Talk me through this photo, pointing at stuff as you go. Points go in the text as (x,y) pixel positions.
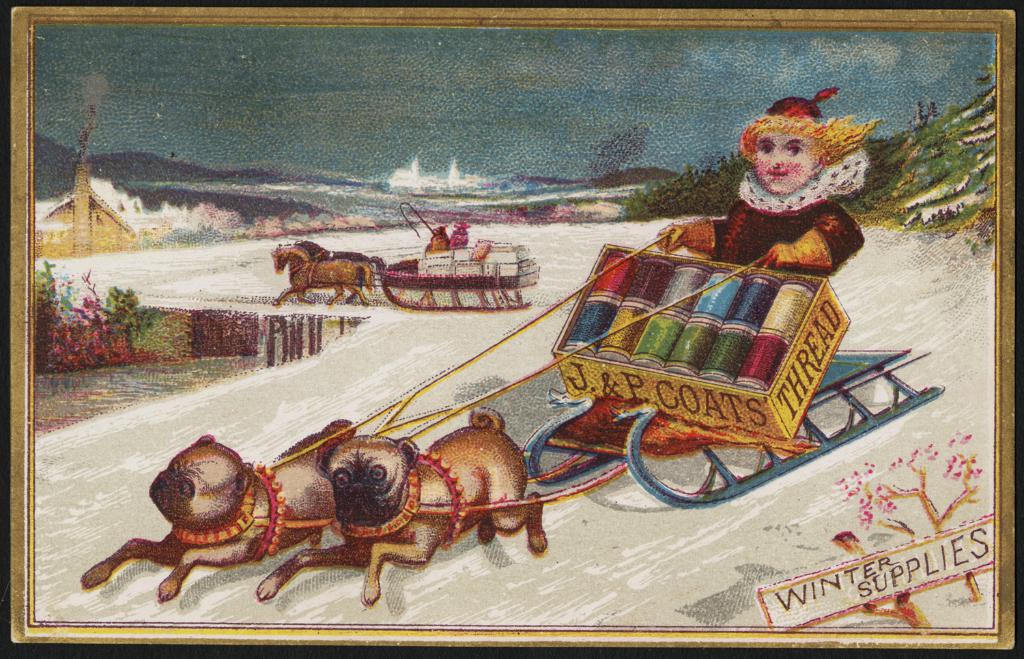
This is a poster (467,280) and we can see few persons (443,241) are riding on an animal cart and horse cart (373,257) on the snow (293,411) and there are objects (683,337) on the carts (437,275). In the background (68,231) there are trees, houses (57,238), clouds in the sky (411,42).
